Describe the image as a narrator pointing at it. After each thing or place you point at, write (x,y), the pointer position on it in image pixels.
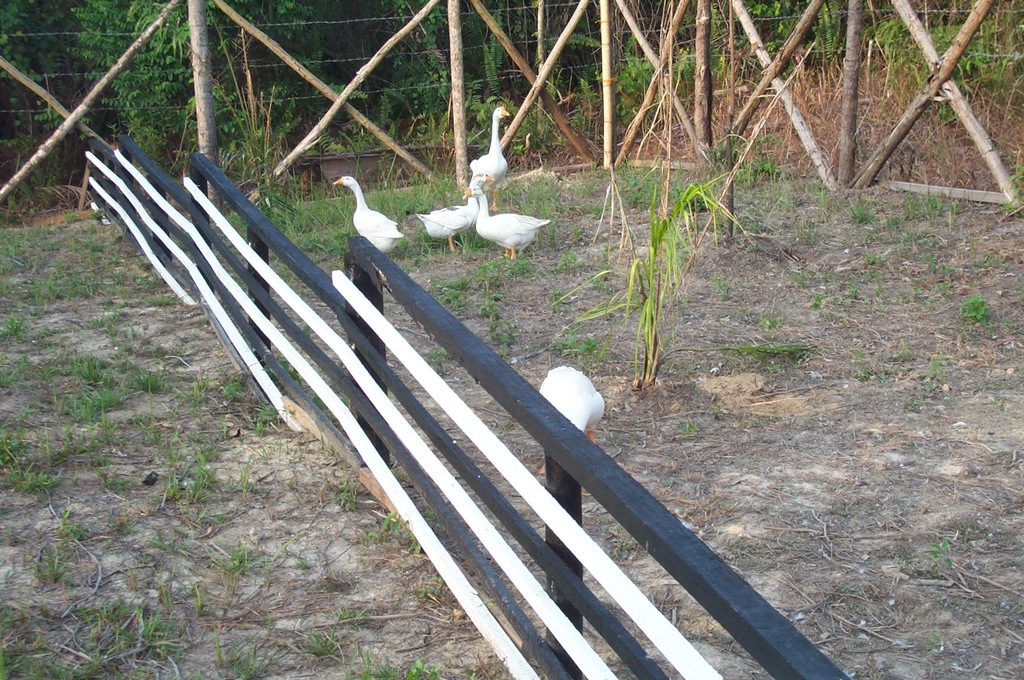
In this picture I can see few geese (510,230) and I can see fence (608,73), plants (253,81) and few trees (97,28) in the back (840,64).
